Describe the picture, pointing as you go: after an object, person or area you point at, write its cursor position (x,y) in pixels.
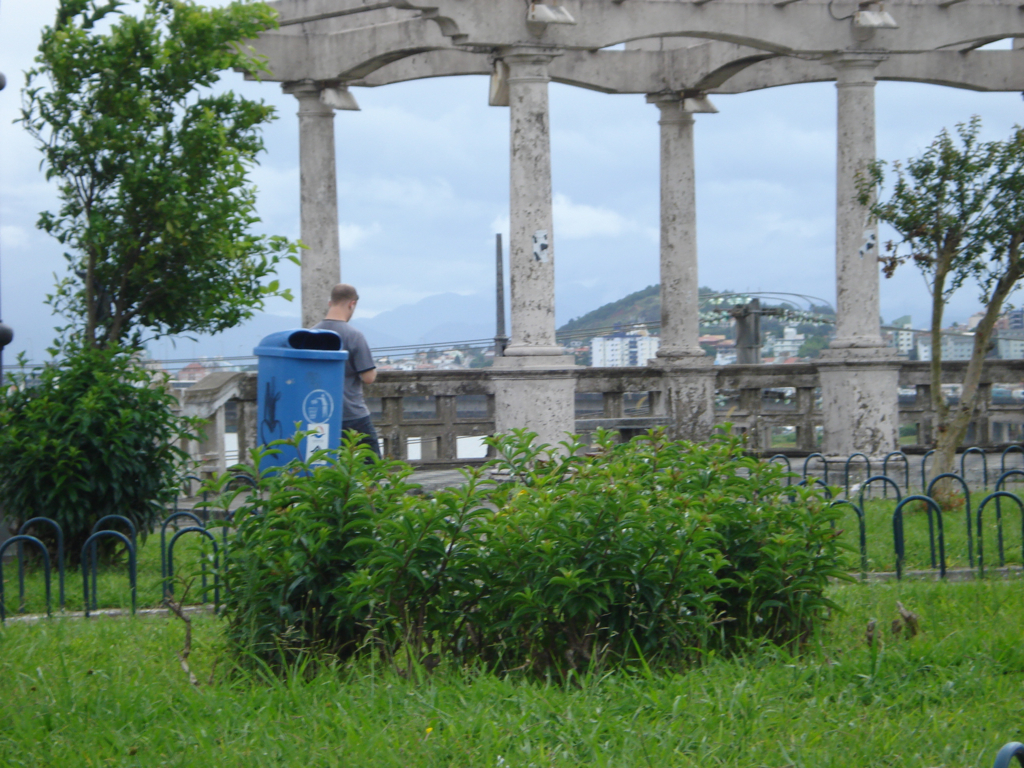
In this image I can see some grass (639,679) on the ground (682,697), few plants (595,595) which are green in color, the railing (939,511), the blue color dustbin (295,416), few trees (102,336) and a person (349,376) standing on the ground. In the background (659,344) I can see few pillars (545,339), few buildings (618,363), few trees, a mountain (638,315) and the sky (581,213).
